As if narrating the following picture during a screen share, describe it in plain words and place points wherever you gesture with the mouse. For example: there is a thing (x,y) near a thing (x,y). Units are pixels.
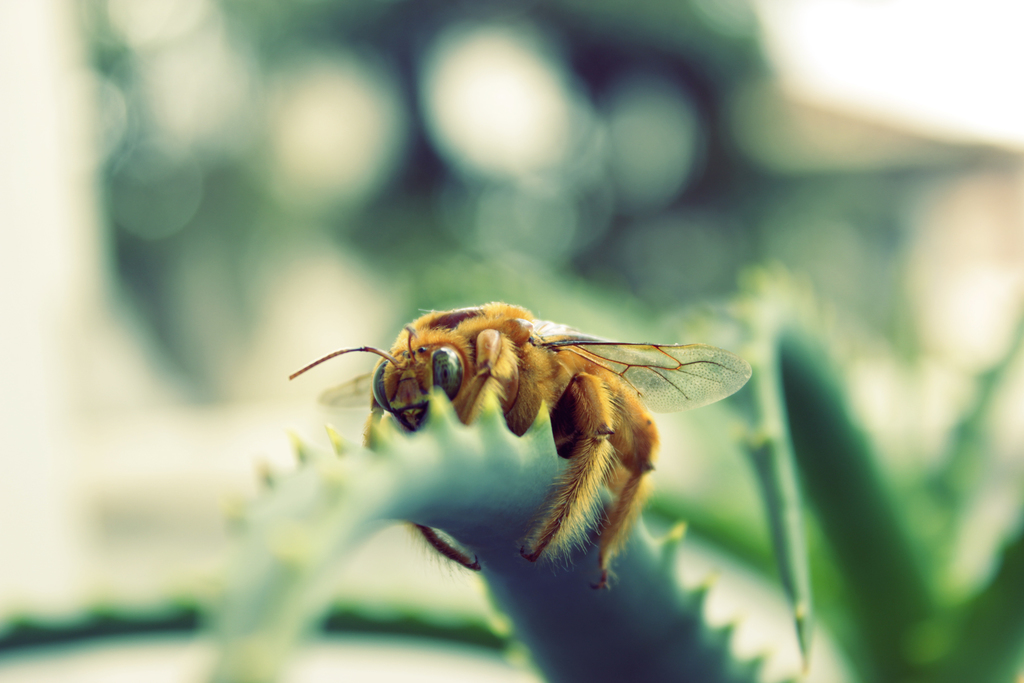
This is a zoomed in picture. In the center (569,380) there is a bee (592,412) on the leaf (584,584) of a plant (292,595). The background of the image (866,100) is blurry. In the background (906,547) we can see the plant (814,561).
